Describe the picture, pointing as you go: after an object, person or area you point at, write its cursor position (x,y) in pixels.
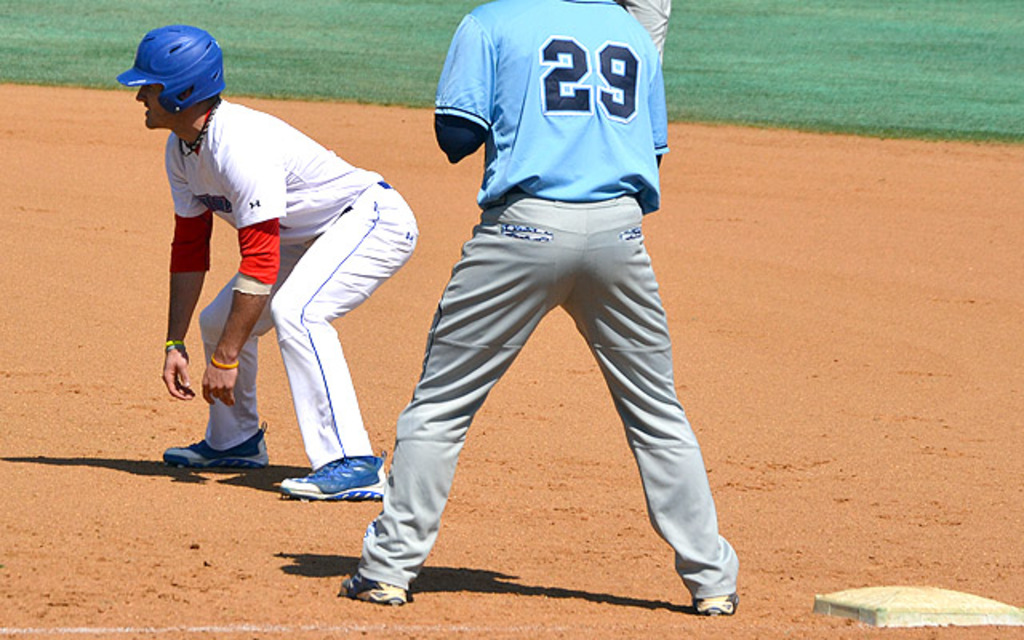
In this picture I can see two persons (529,12) standing, and in the background (789,56) there is grass (803,60).
